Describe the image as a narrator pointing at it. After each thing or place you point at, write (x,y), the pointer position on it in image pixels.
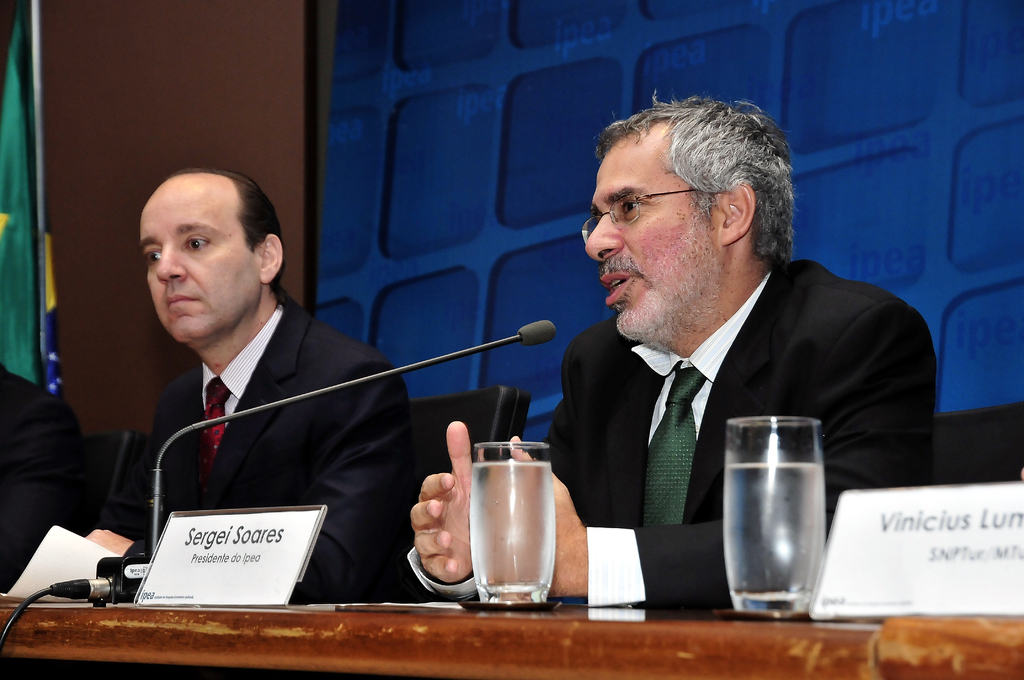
In this image I can see few people (184,338) are sitting in-front of the table (255,620). I can see these people (48,467) are with blazers (216,455), shirts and ties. On the table (195,620) I can see the mics (135,591), glasses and boards (210,564). I can see the flag (7,151) and there is a blue and brown color background (105,166).
